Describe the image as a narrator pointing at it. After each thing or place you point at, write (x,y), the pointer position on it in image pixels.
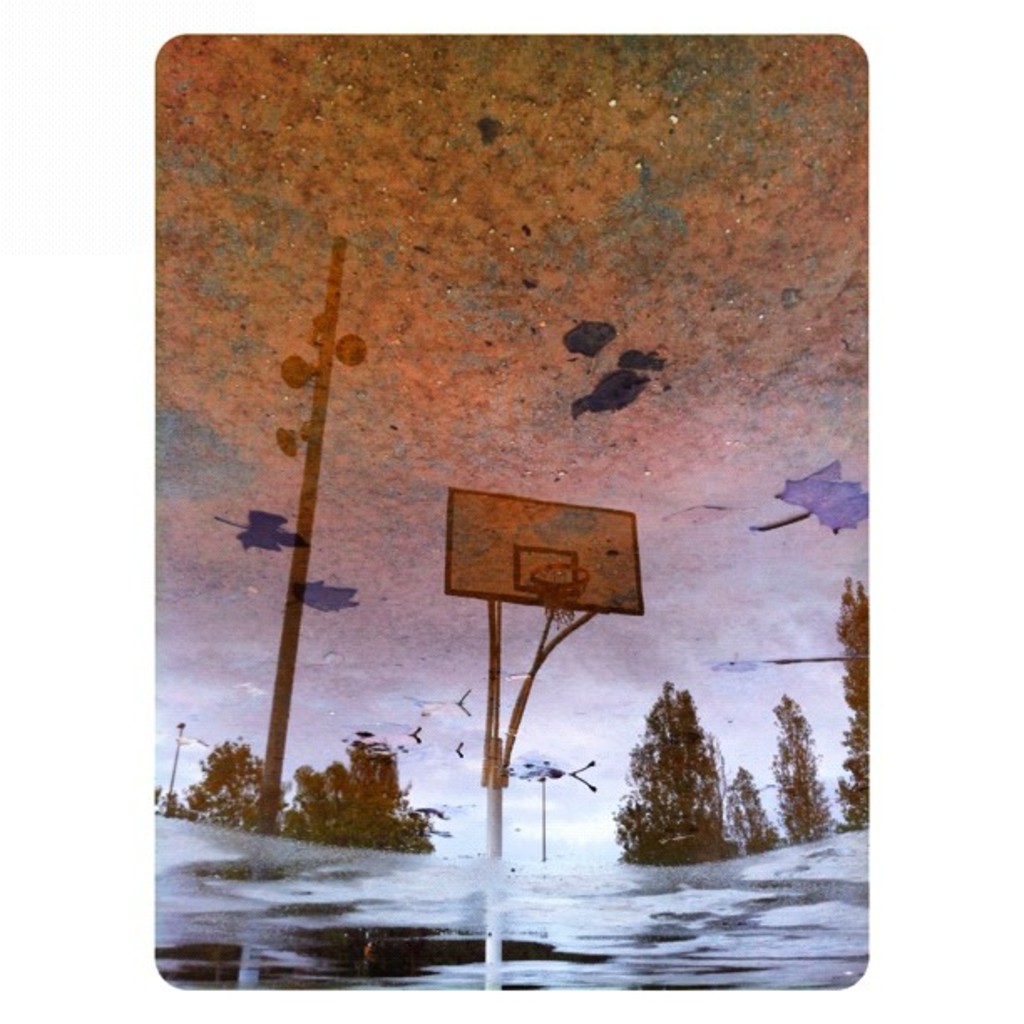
In this picture it looks like a painting of a basketball court (270,867) with a board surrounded by trees (289,818) and light poles (267,803). There is water (486,873) on the ground (596,962).
